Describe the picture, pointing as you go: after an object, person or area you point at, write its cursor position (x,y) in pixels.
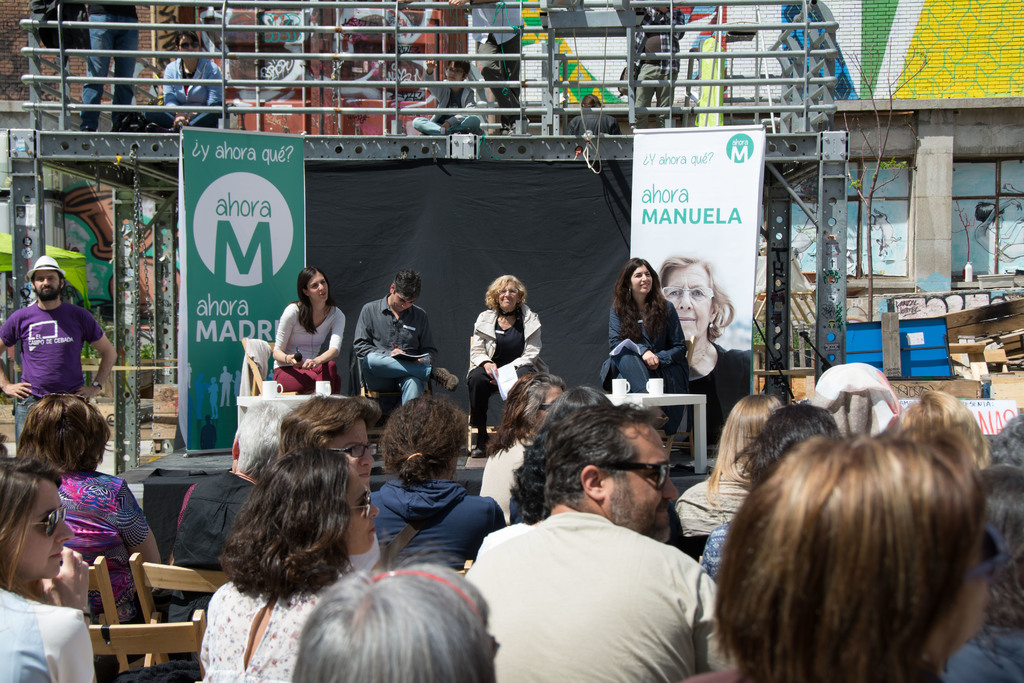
In this image I can see group of people (345,441) sitting. There are chairs (158,617), tables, white mugs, boards (205,214), and there is a black cloth (451,246). There is an iron platform (122,136) which is supported with iron pillars (123,323) and there is an iron fencing (671,118). In the background (1006,115) there are buildings (958,171) and some other objects (954,328).
